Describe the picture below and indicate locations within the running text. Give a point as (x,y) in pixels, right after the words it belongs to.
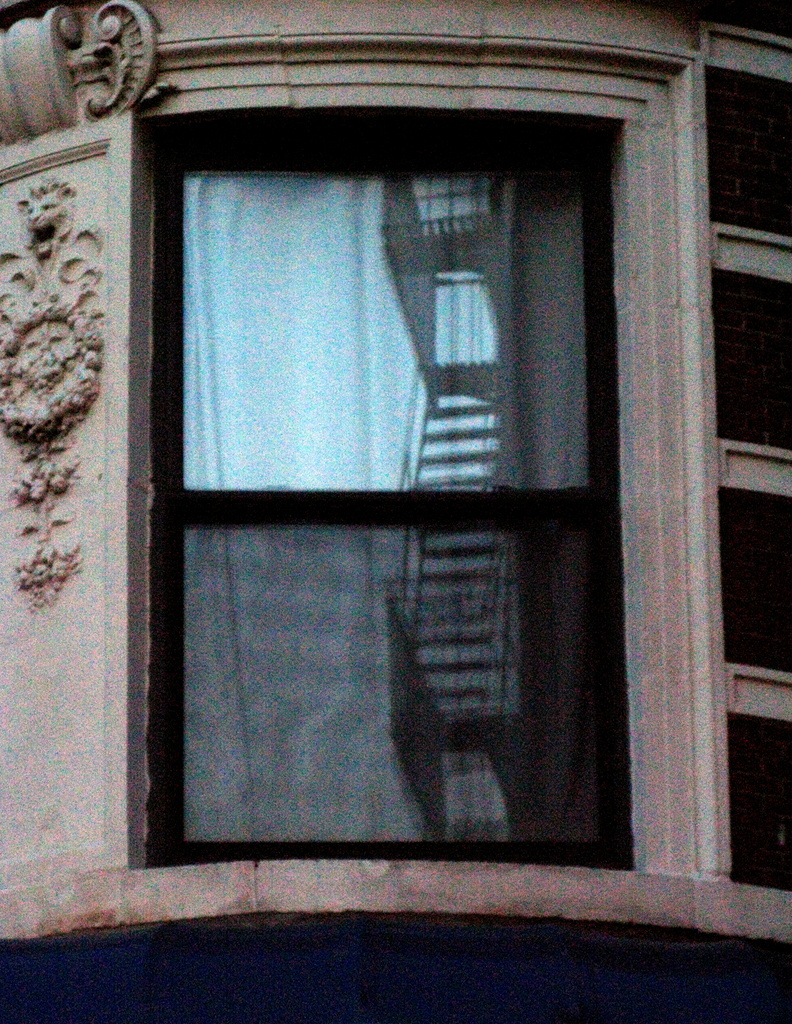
There is a glass window (392,624) attached to a wall (771,403) as we can see in the middle of this image (352,648), and there is a sculpture (101,365) on the left side of this image (92,386).
